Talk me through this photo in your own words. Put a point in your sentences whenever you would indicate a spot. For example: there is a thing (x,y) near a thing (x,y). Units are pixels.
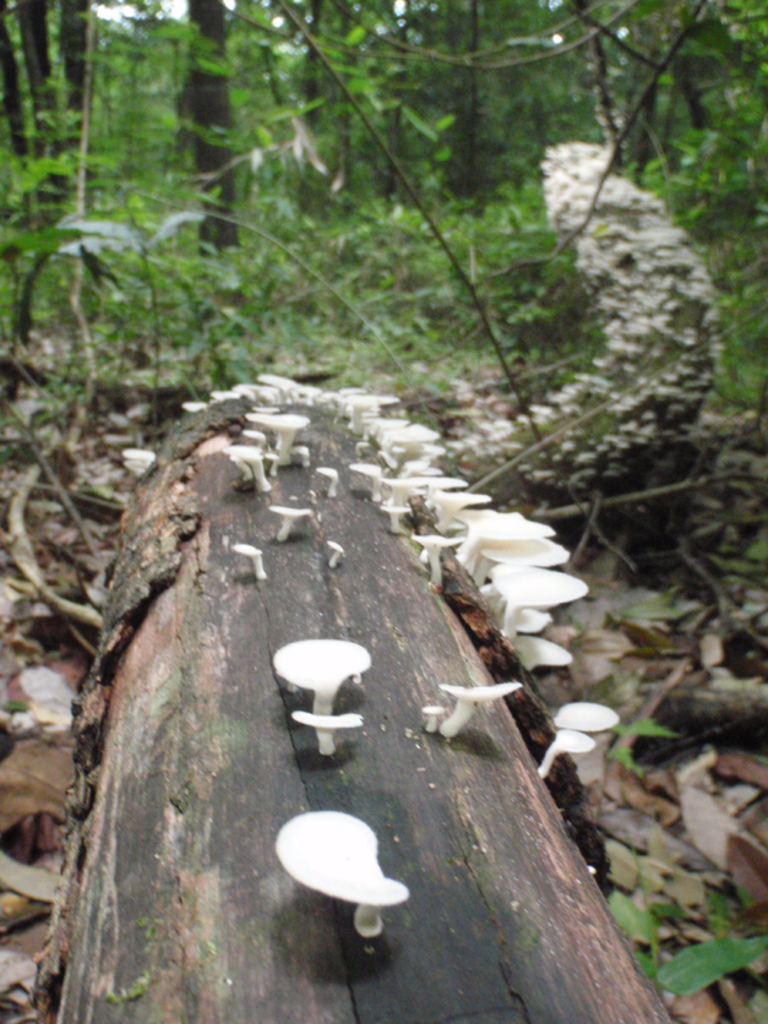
In this picture I can see there is a tree trunk (194,487) and there are few mushrooms (582,169), there are a few plants (203,277) and trees (345,109) in the backdrop (423,155) and the backdrop of the image (132,82) is blurred.
